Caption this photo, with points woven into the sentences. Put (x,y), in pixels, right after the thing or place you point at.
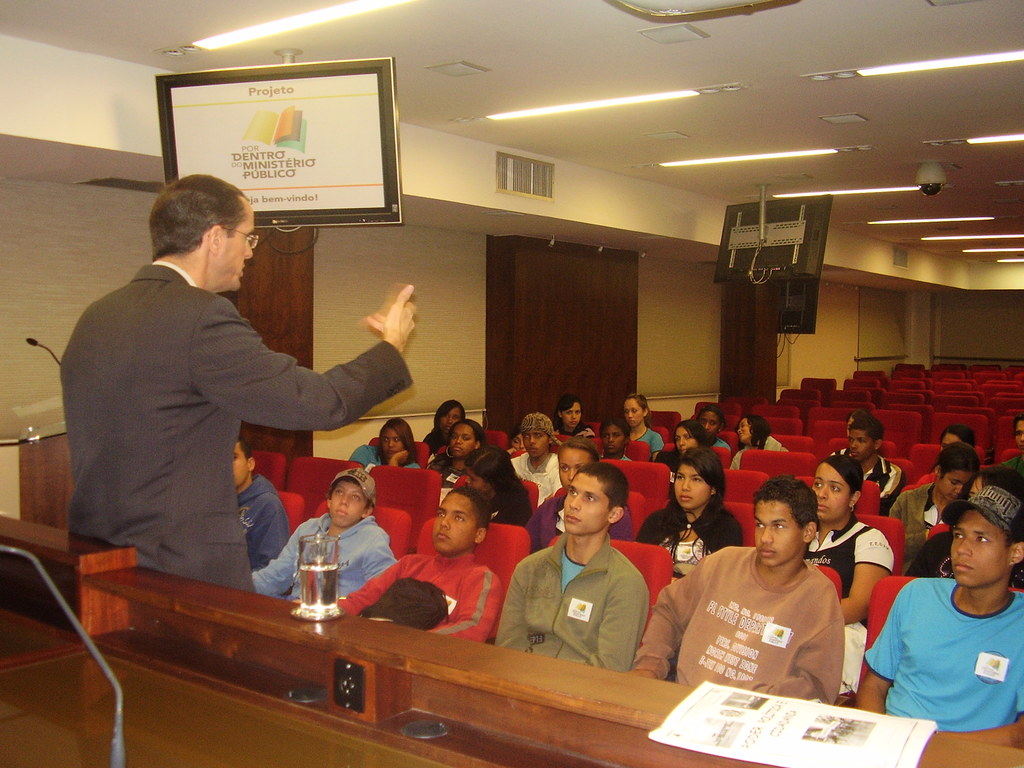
In this picture I can observe some people (746,618) sitting on the chairs (280,490). There are men (544,583) and women (869,547) in this picture. On the left side (341,432) I can observe a man (201,429) standing on the floor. In the top of the picture (283,111) I can observe two televisions (382,203). In the background (516,196) there is a wall (721,370).
